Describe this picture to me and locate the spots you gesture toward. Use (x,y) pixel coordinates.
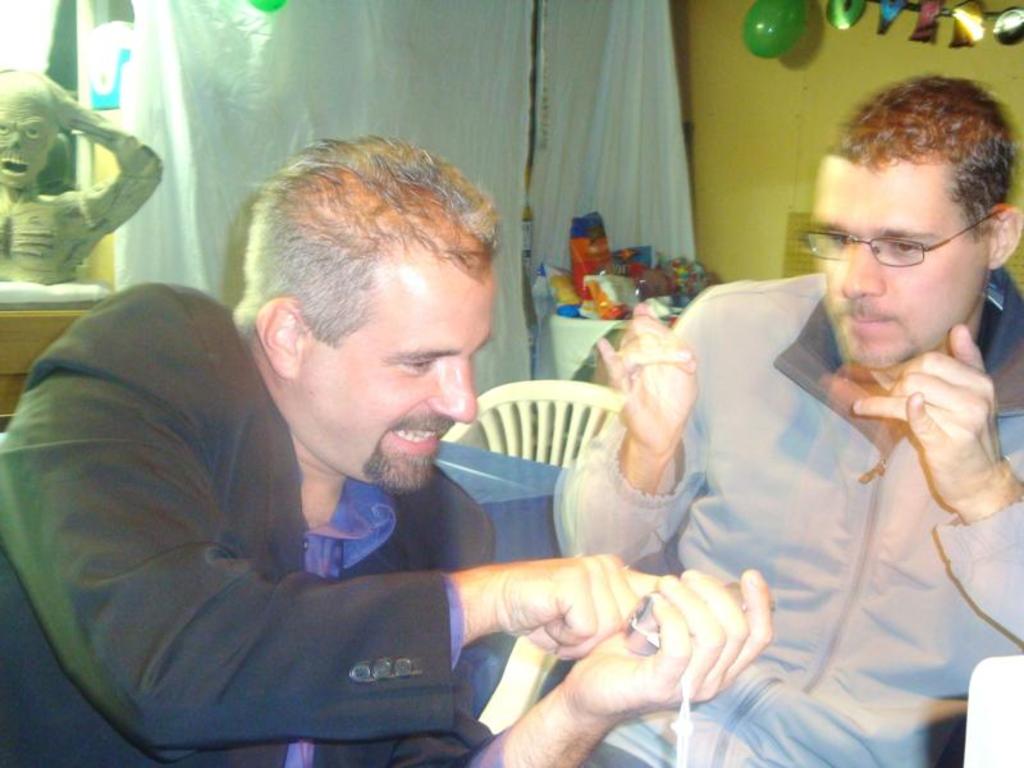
In the picture I can see two men (572,515) are sitting on chairs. In the background (523,457) I can see a chair (576,400), a balloon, a wall (814,77), a sculpture (23,233) and some other objects (648,263).
